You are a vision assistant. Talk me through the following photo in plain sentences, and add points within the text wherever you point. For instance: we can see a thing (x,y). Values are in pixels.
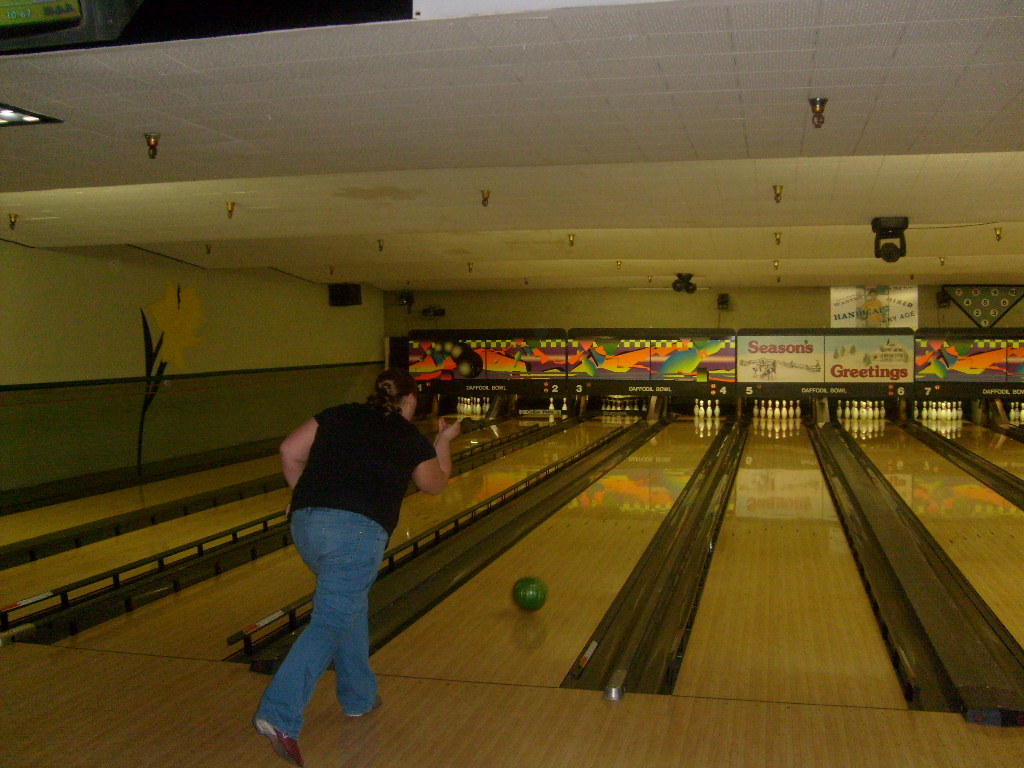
In this image we can see a person (446,487) doing bowling. In addition to this we can see electric lights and advertisement boards (870,311).
